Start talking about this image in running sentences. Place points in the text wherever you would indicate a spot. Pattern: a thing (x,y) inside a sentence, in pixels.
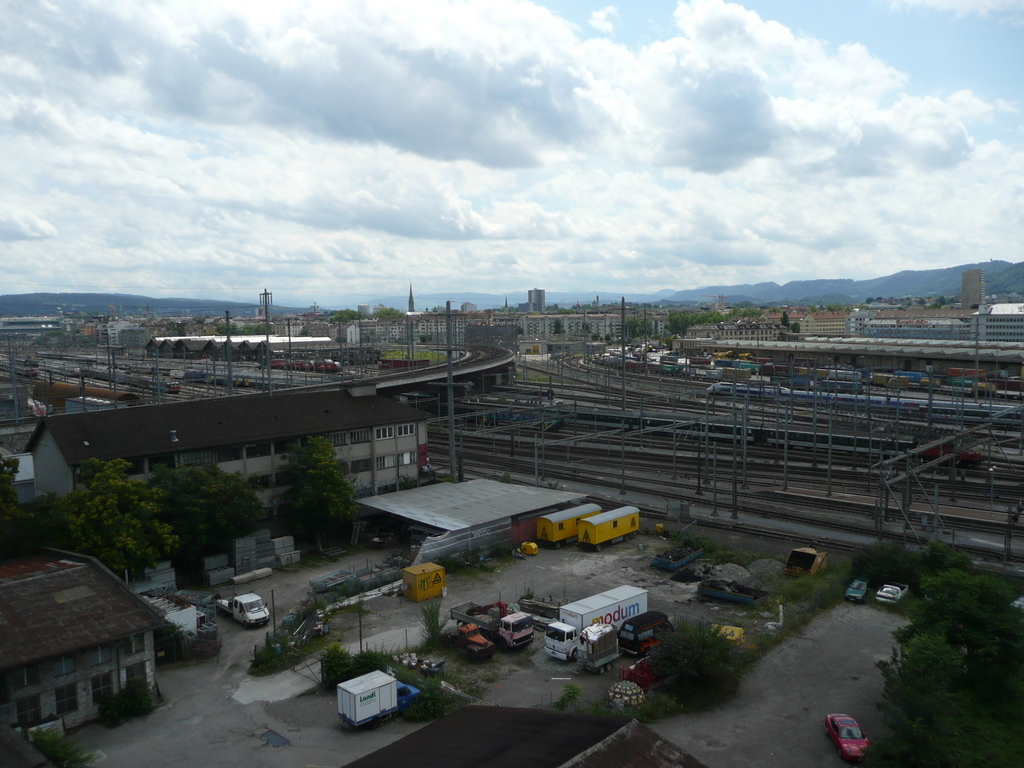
This image is clicked from a top view. In the center (344,416) there are buildings (137,617). In front of the buildings (374,508) there are trees (220,548) and vehicles (580,606) parked the ground (535,592). In the background (471,353) there are railway tracks (478,345), poles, buildings (654,330) and trees (697,314). At the top (386,156) there is the sky (416,170).
